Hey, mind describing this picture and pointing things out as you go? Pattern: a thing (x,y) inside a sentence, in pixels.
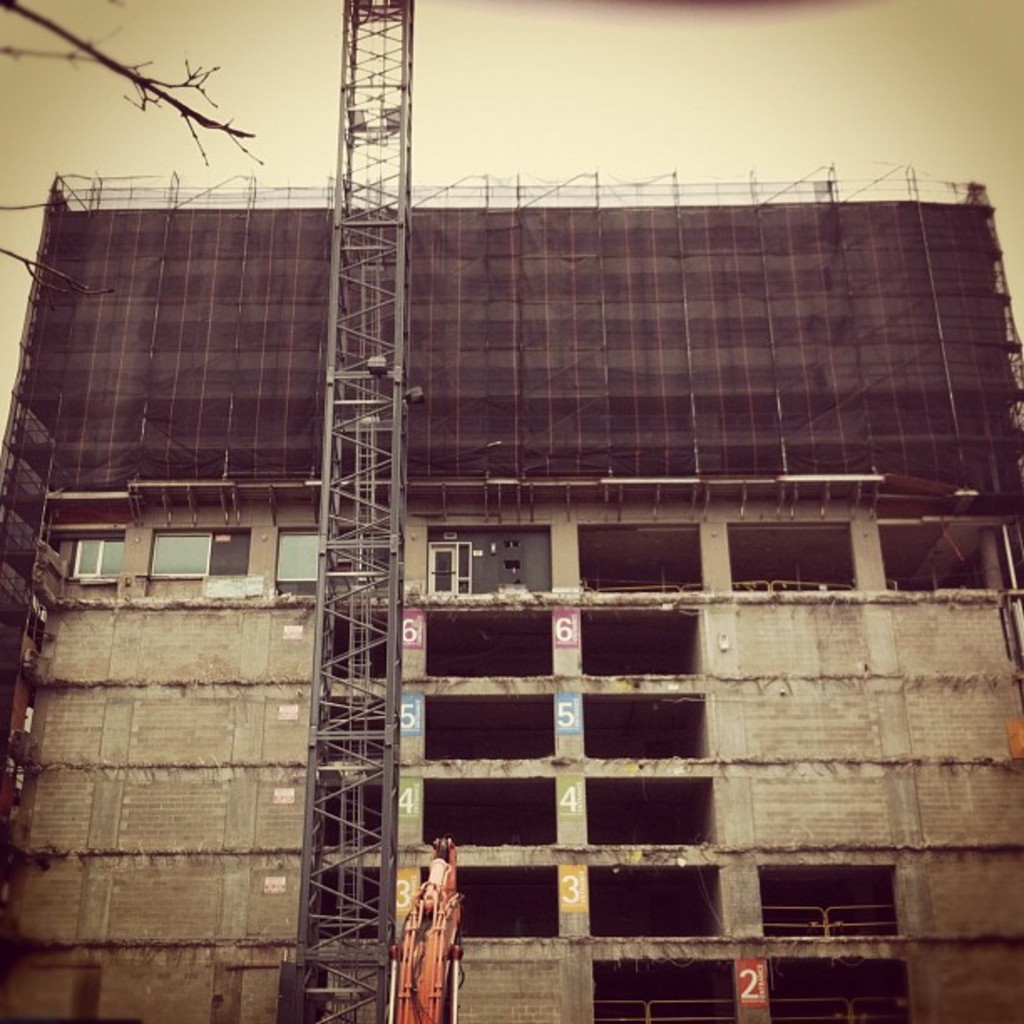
In this image we can see a building (440,433) which is in construction. We can also see the tower (384,64) and also the tree stems (158,79). Sky (516,85) is also visible in this image.
